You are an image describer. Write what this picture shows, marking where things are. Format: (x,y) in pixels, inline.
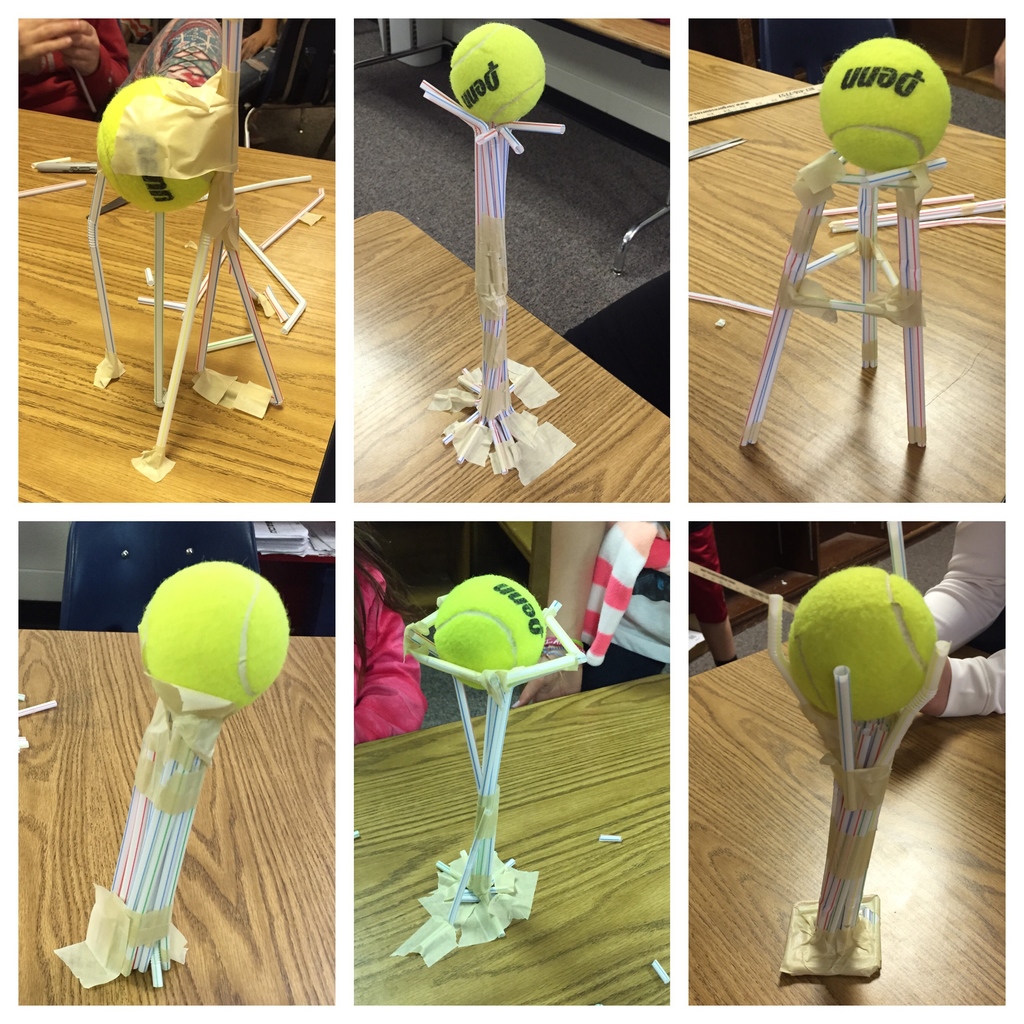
This is a collage image. We can see balls (521,90) placed on some objects (495,359) are on the wooden surface (601,928). We can see a few people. We can see the ground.
